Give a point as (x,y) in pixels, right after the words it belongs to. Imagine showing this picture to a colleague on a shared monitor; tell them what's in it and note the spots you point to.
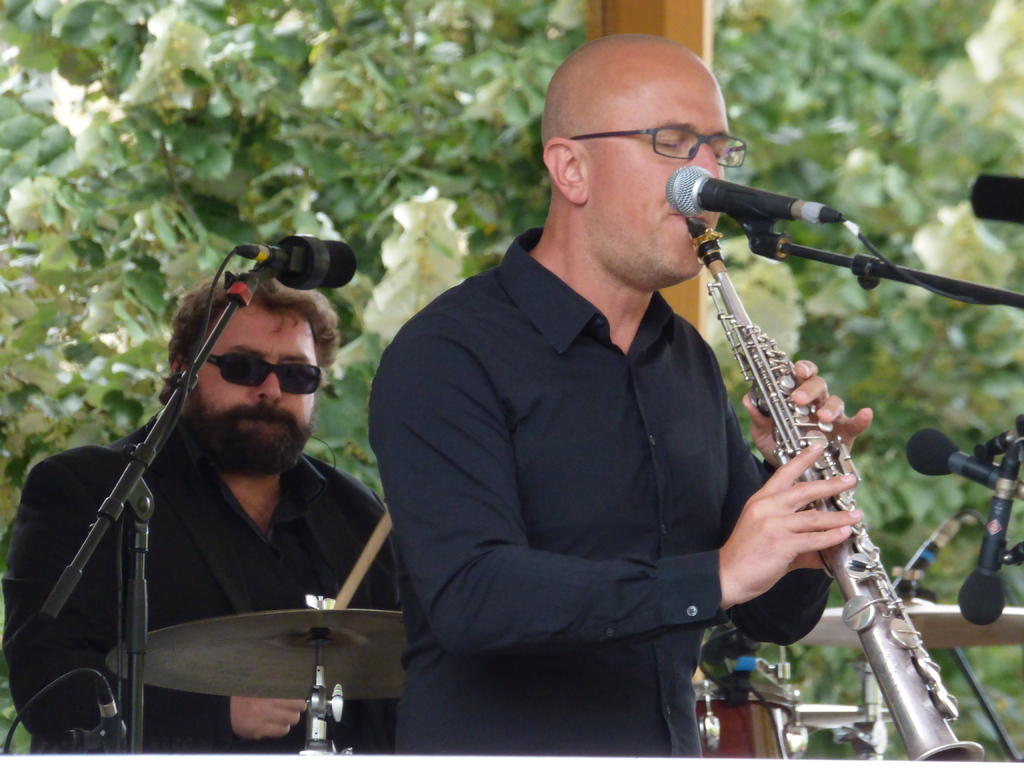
In the image I can see two people (467,517) who are playing some musical instruments (286,656) in front of the mic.
